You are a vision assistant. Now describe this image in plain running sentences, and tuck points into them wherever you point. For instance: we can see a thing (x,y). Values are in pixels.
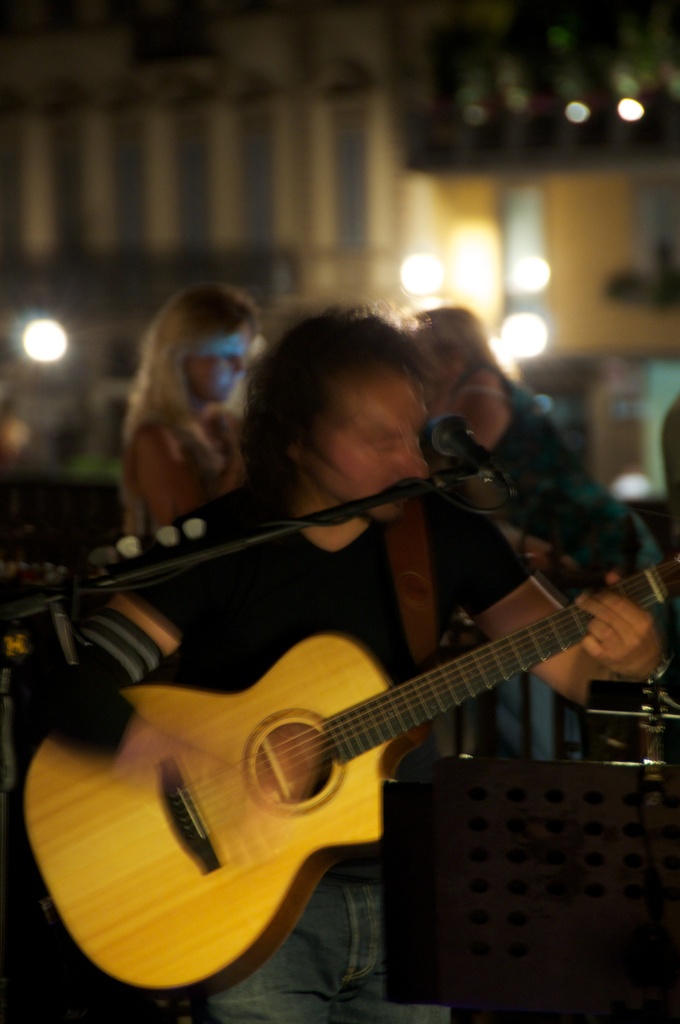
In this picture i can see a man (313,568) wearing a black color t-shirt (264,586) and holding a guitar (239,792) and stand in the middle of the image (410,431). In background (472,275) i can see some lights (482,275) visible. On the right corner (551,466) i can see a person (514,454) wearing a blue shirt (561,494). And on the left corner (137,433) i can see a woman (177,385) and she is standing.
